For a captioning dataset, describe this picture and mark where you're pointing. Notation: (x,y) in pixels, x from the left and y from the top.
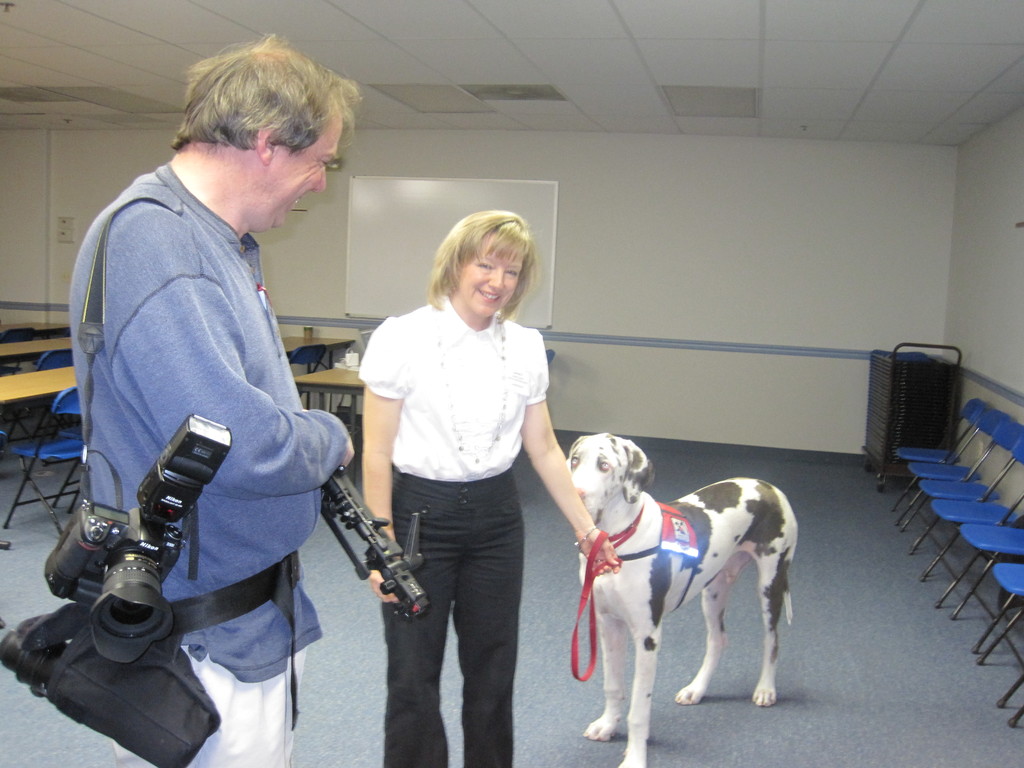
On the left side of the image (192,279) we can see a person (133,408) is standing and a camera (146,600) is there on his shoulder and holding something with his hands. In the middle of the image (420,346) we can see a lady (490,626) is holding a belt (582,614) of a dog (641,605) in her hand (602,535). On the right side of the image (927,392) we can see some chairs (927,491).
